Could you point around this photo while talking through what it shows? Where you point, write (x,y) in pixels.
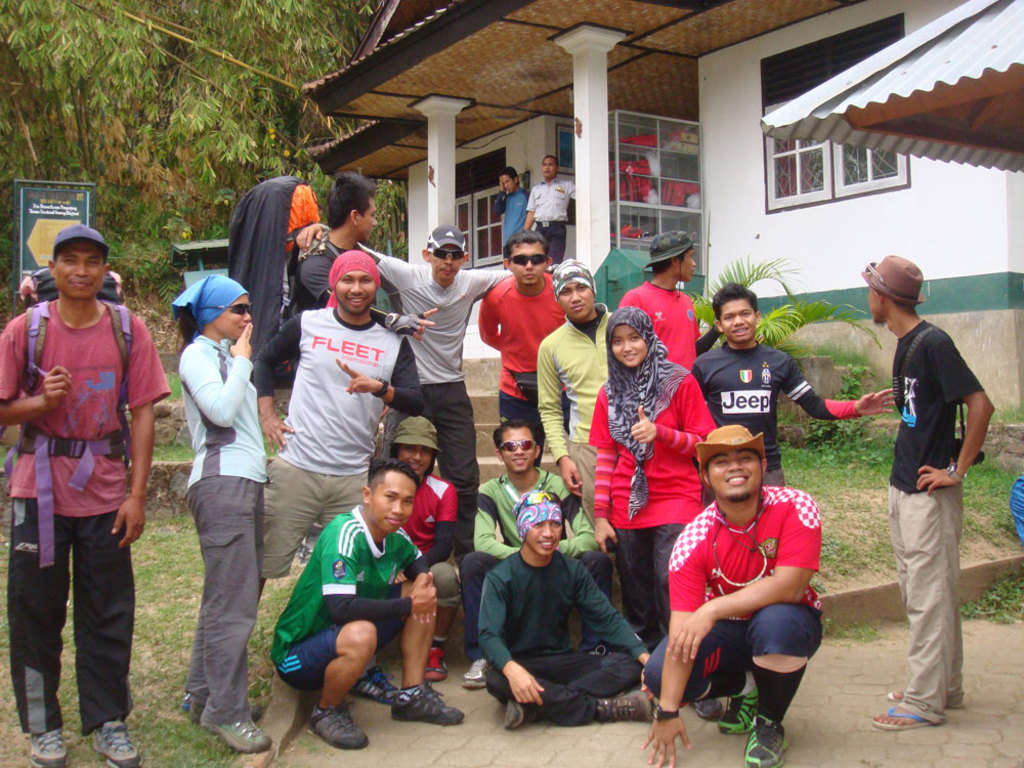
There are a group of people (459,434) standing and few people (534,662) sitting. This looks like a house (741,187) with the windows (767,197) and doors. I can see a board (48,195). These are the trees (213,123) with branches (236,149) and leaves (306,135). On the right side of the image (925,47), I think this is a roof (944,75). I can see a plant (806,321) and the grass (847,485).
